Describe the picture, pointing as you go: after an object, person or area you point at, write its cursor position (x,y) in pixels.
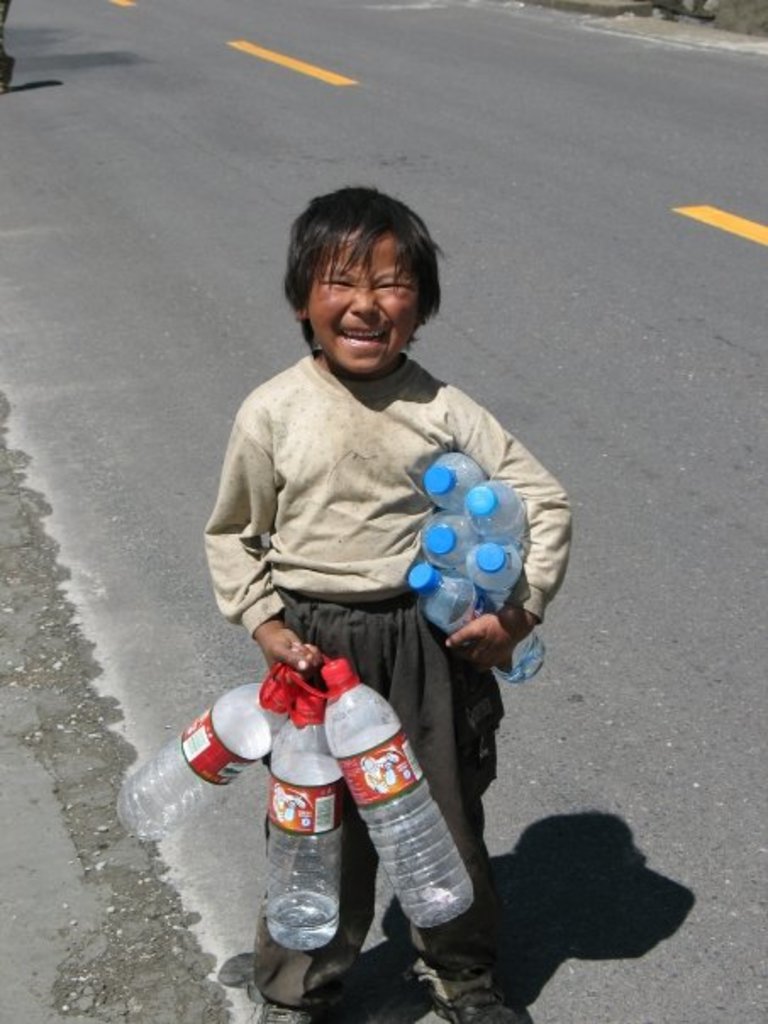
There is a boy (356,466) standing on the road (610,419). To his right hand (283,658) there are red bottle (313,711) and to his left hand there are many blue bottle (441,610). On the road (290,82) there is a yellow color divider (739,228).
